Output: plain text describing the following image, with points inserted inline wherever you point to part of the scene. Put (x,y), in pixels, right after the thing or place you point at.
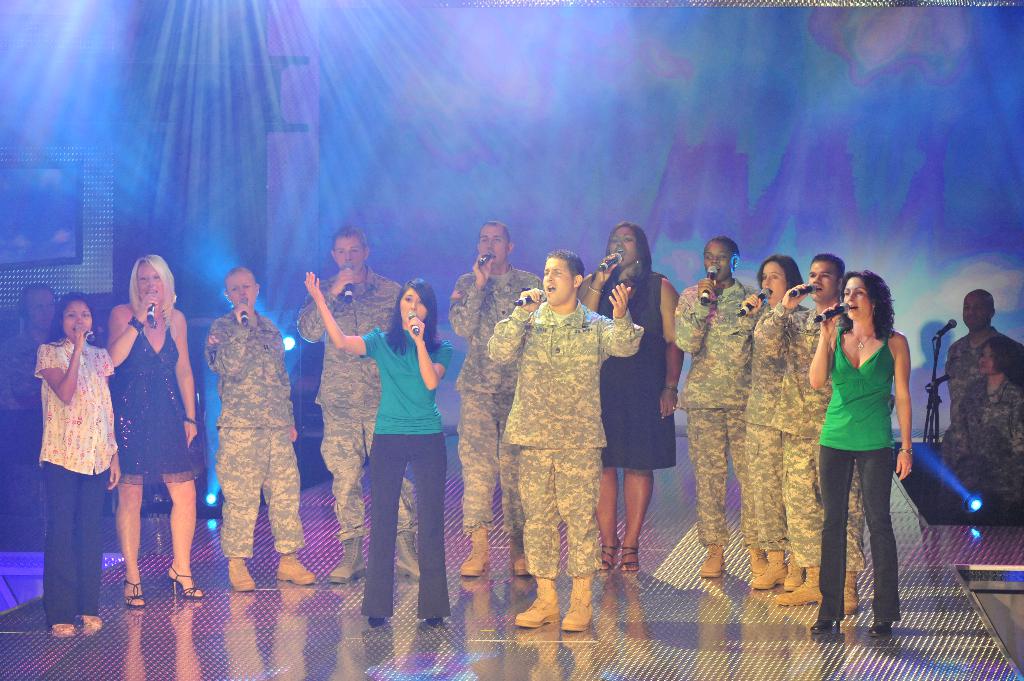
In the center of the image (471,298) a group of people (479,339) are standing on stage (471,586) and holding mic (531,304) and singing. In the background of the image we can see lights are there. On the right side of the image (962,357) two persons (978,349) are standing, in-front of them mic (947,330) and stand (936,374) are there.
